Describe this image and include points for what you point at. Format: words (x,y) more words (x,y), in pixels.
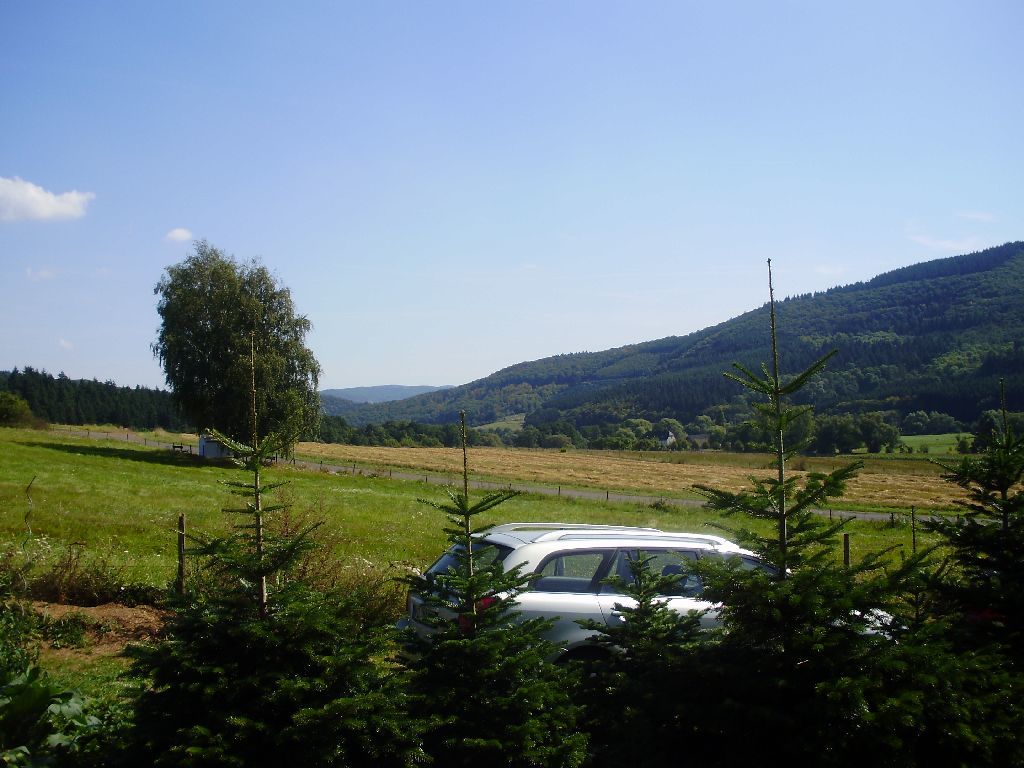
This picture is clicked outside. In the foreground (659,540) we can see the green grass (192,487), plants (1004,601), trees (244,441) and a car (683,583). In the background (537,162) we can see the sky (546,149), hills (417,416), trees (398,424) and some other objects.
